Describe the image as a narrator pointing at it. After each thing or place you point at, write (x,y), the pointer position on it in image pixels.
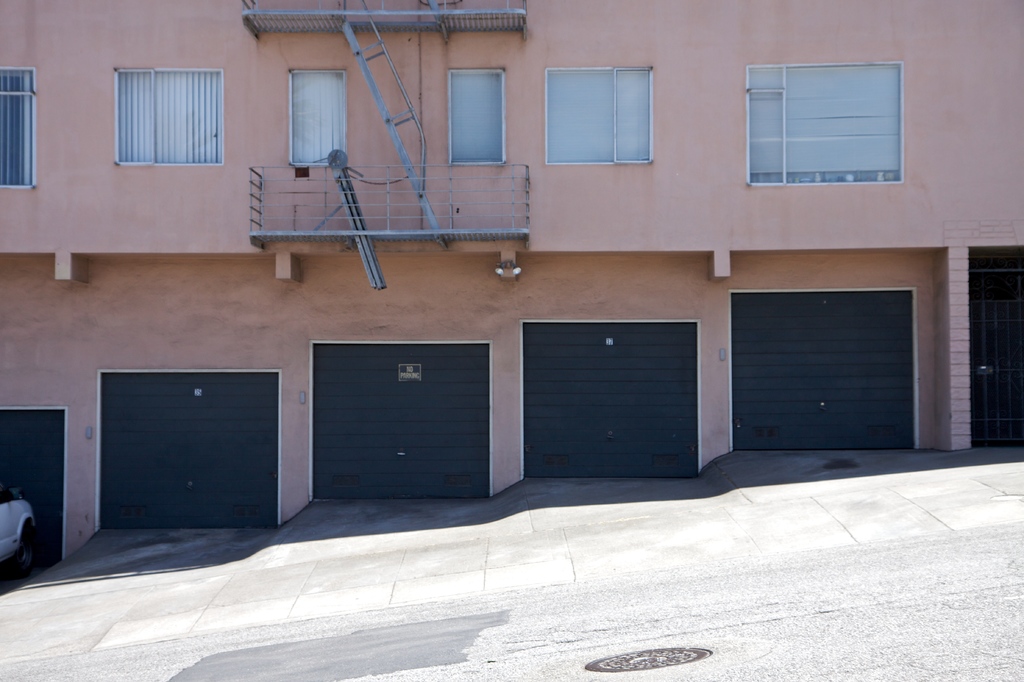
In this image we can see a building (436,291) with glass windows (198,139), shutters (906,293), door (986,408) and grille (340,192). There is a road (590,582) at the bottom of the image (982,586). We can see one car (21,514) on the left side of the image (14,514).
